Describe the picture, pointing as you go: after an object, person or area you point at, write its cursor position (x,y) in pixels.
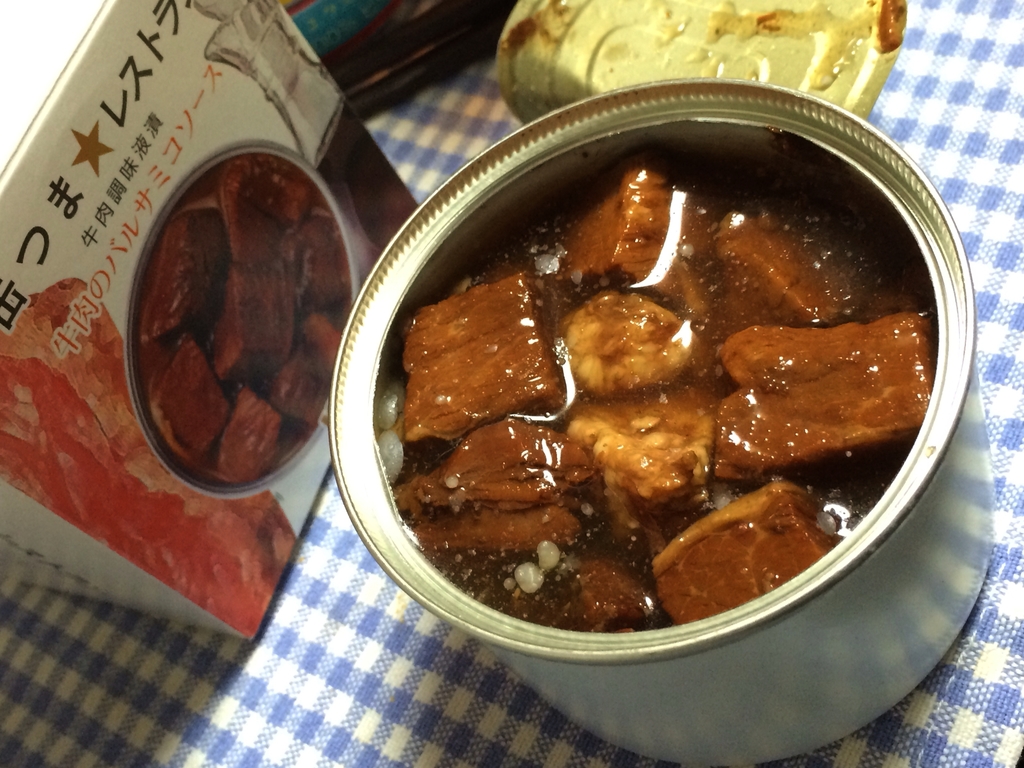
In this picture we can see the liquid (652,275) and some food items (529,463) in a small container (554,654). We can see a box (169,93), other objects (630,66) and a cloth (34,654).
